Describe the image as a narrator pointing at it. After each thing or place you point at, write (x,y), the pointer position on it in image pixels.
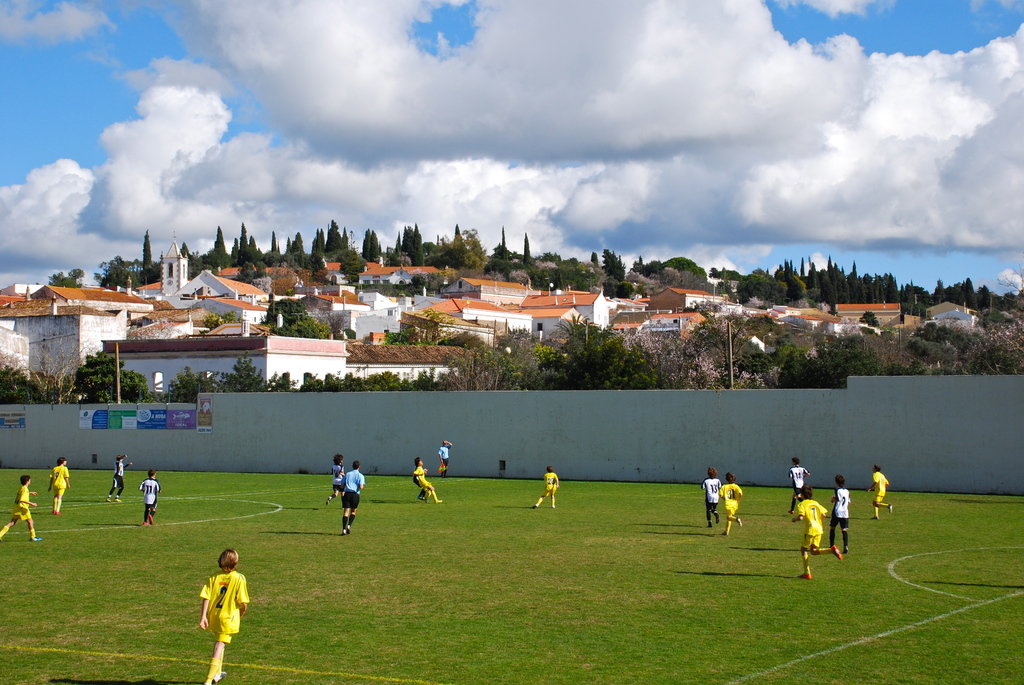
This picture describes about group of people (805,548), they are playing game in the ground (520,541), beside to them we can find few posters (208,427) on the wall (425,428), in the background (756,381) we can see few trees (611,383), poles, houses (113,322) and clouds (608,157).
